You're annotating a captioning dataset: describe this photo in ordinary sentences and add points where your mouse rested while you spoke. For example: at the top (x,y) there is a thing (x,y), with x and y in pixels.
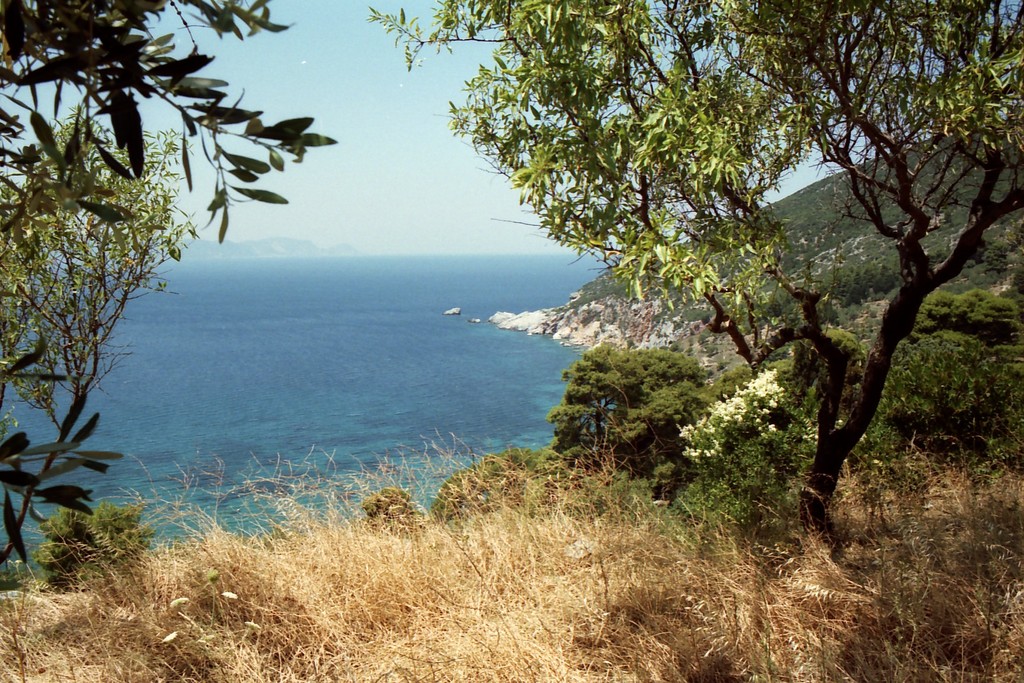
In this image we can see a group of plants (499,523), some flowers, trees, the hills (890,300), a water body (406,335) and the sky (293,171) which looks clear.
